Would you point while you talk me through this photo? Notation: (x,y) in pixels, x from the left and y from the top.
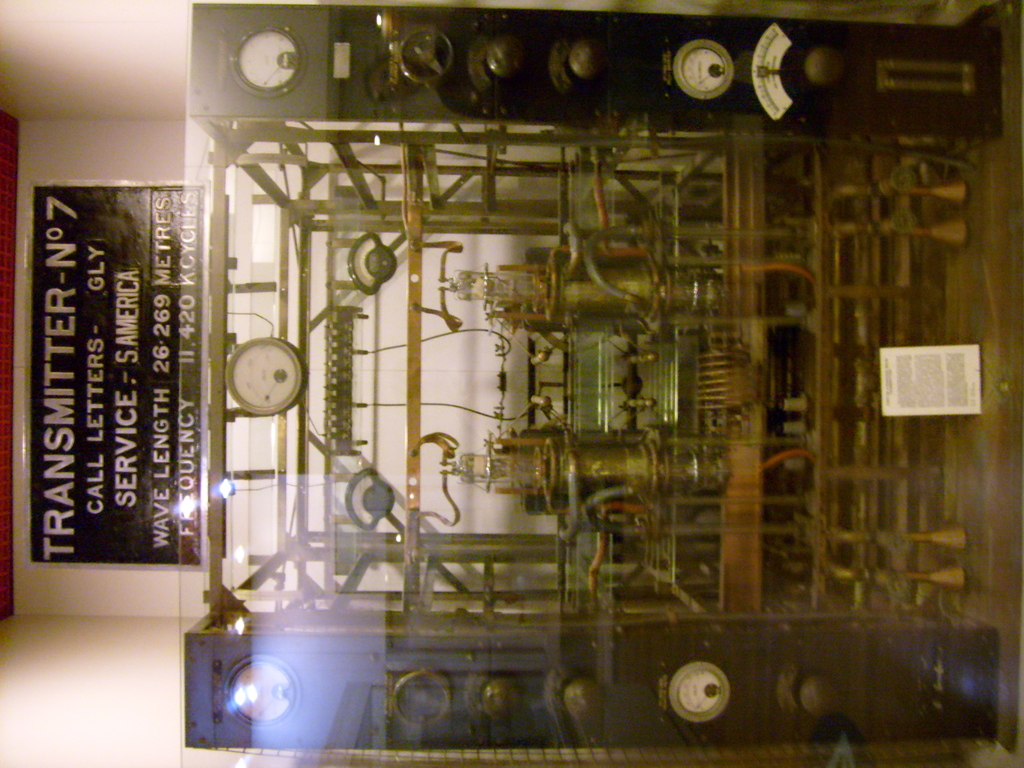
In this image we can see a mechanical instrument (407,413), there are measuring meters (267,348), there are boards (925,350) with some text (62,212) on it. also we can see the wall (106,152).
